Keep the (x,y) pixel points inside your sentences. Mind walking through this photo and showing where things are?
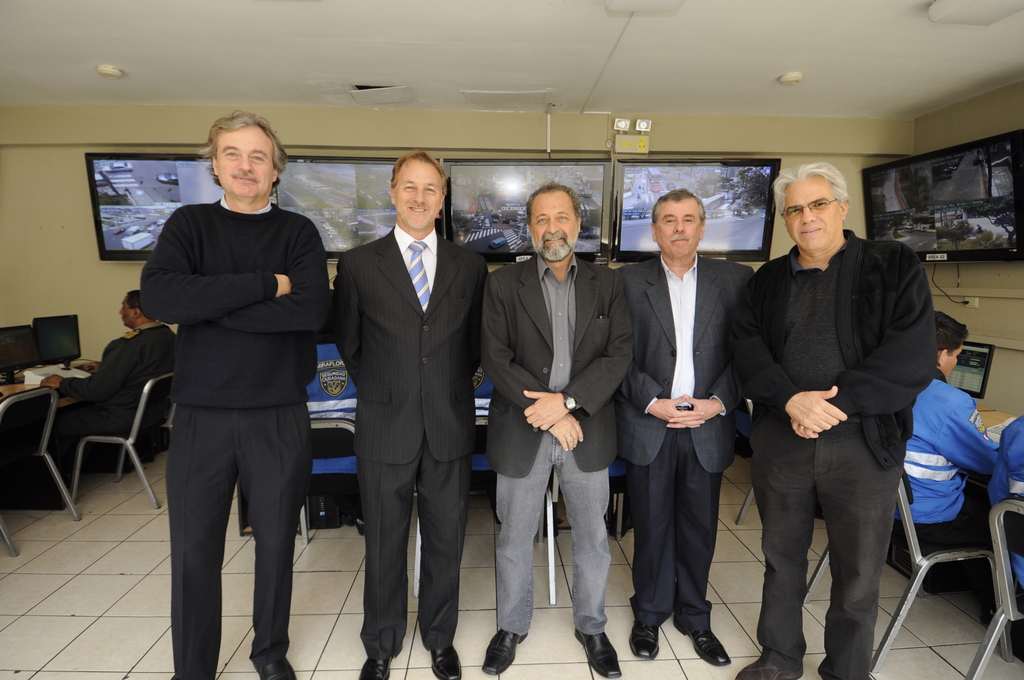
In this image we can see some people (444,507) in a room (140,119) and among them few people (92,434) are sitting on a chair (112,438) and we can see some computers (65,345) on the table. In the background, we can see televisions (724,208) attached to the wall (45,237).
